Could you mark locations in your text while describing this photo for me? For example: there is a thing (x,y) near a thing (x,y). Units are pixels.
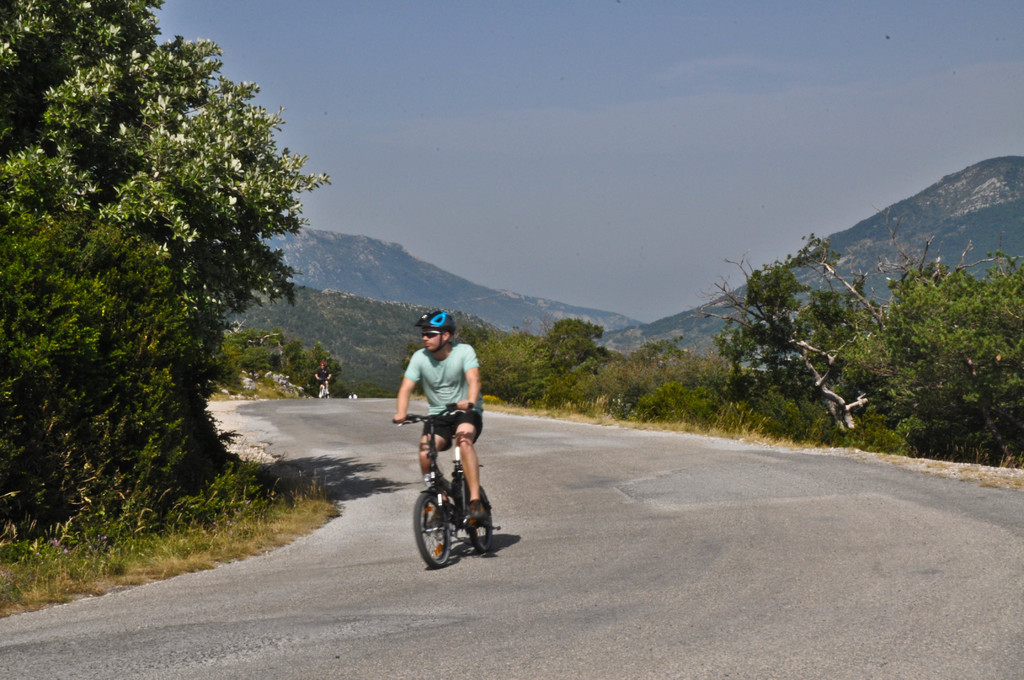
In the middle of the image (454,391) we can see a person (437,412) is riding bicycle (424,510) and he is wearing a helmet (427,326), in the background (670,396) we can find few trees (335,367), hills (349,363) and another person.
